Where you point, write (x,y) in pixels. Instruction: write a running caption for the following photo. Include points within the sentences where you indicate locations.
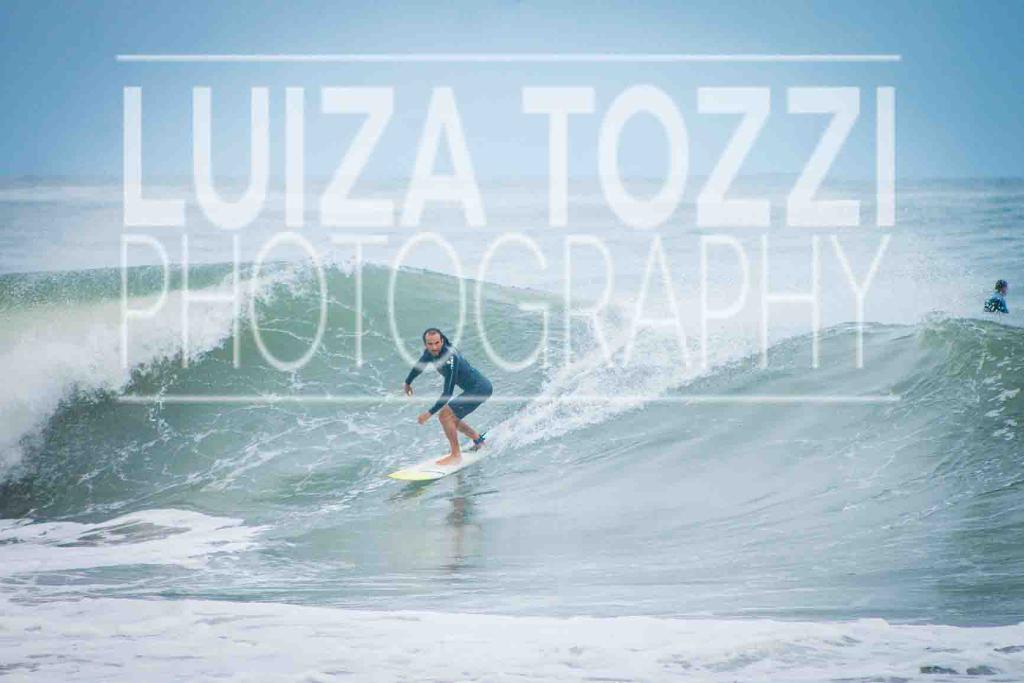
In this image, we can see some water (498,406). We can also see some people (470,403). Among them, one of the persons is doing the surfing. We can also see watermark (761,387) on the image.
